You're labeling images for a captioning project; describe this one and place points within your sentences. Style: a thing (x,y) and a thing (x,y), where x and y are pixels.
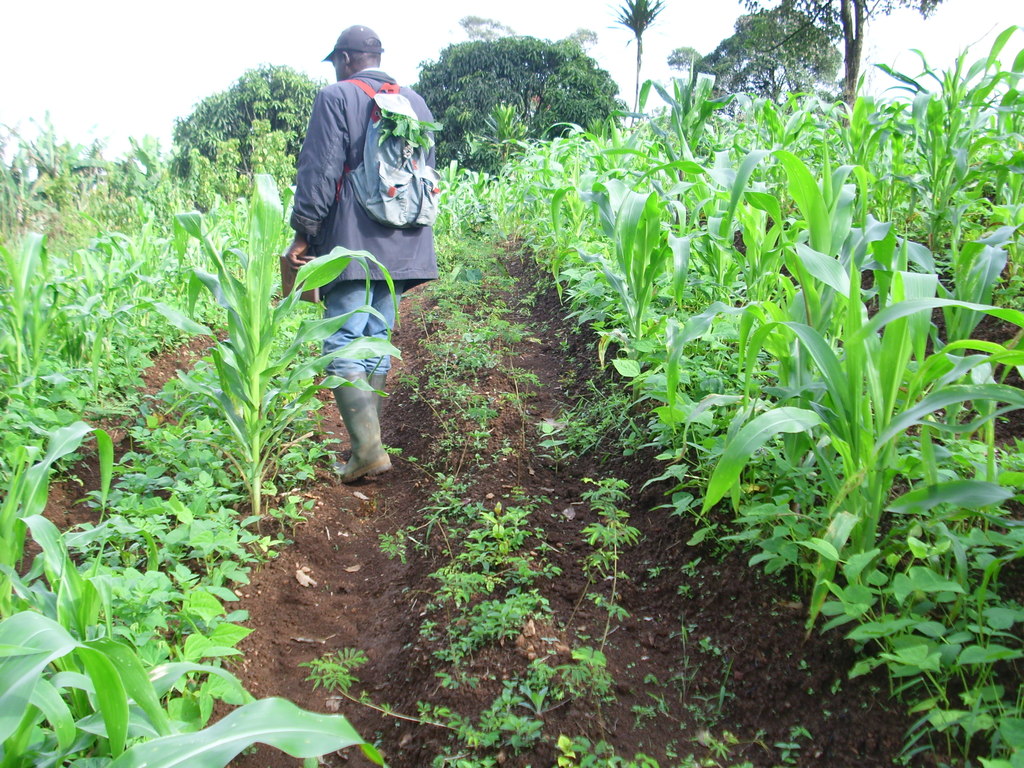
In this image we can see a person (341,168) holding an object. Around the person (430,152) there are group of plants (785,307). Behind the person (356,158) we can see a group of trees (633,26). At the top (186,21) we can see the sky (186,58).
